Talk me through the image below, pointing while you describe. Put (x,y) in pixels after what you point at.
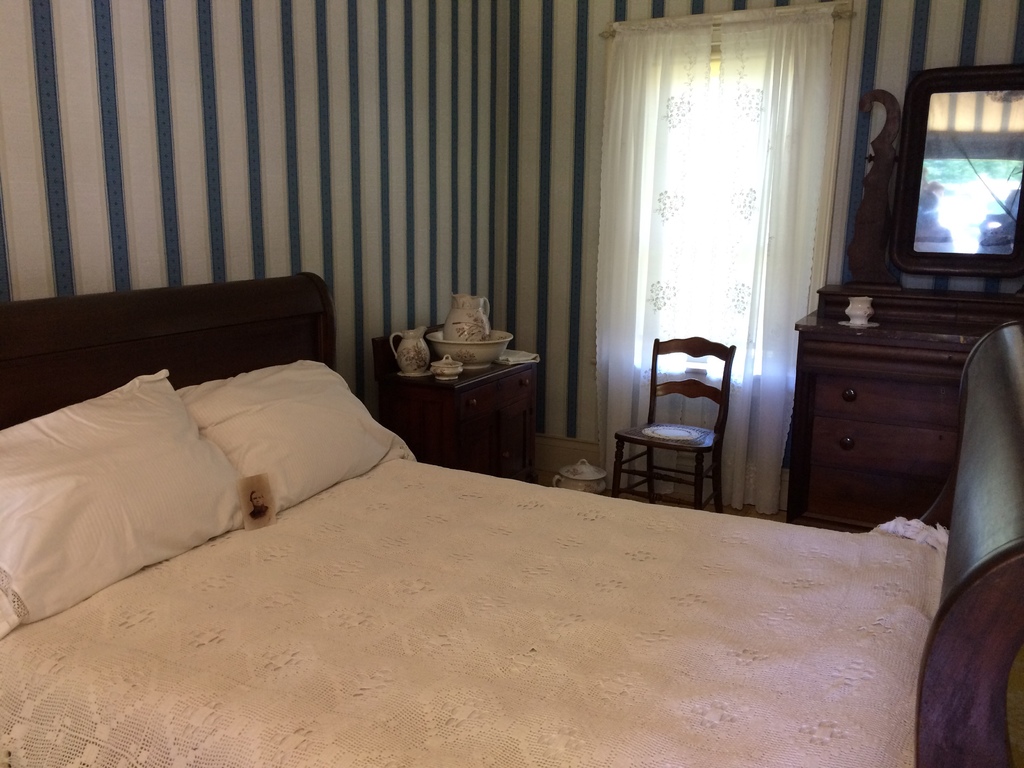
In this image there is a bed (288,584) with photos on the pillows (285,446), beside that there is a table (477,435) with bowls (442,368) and jugs (399,371), also there is a chair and mirror table (973,169), also there is a curtain (637,466) hanging on the window (720,101).
